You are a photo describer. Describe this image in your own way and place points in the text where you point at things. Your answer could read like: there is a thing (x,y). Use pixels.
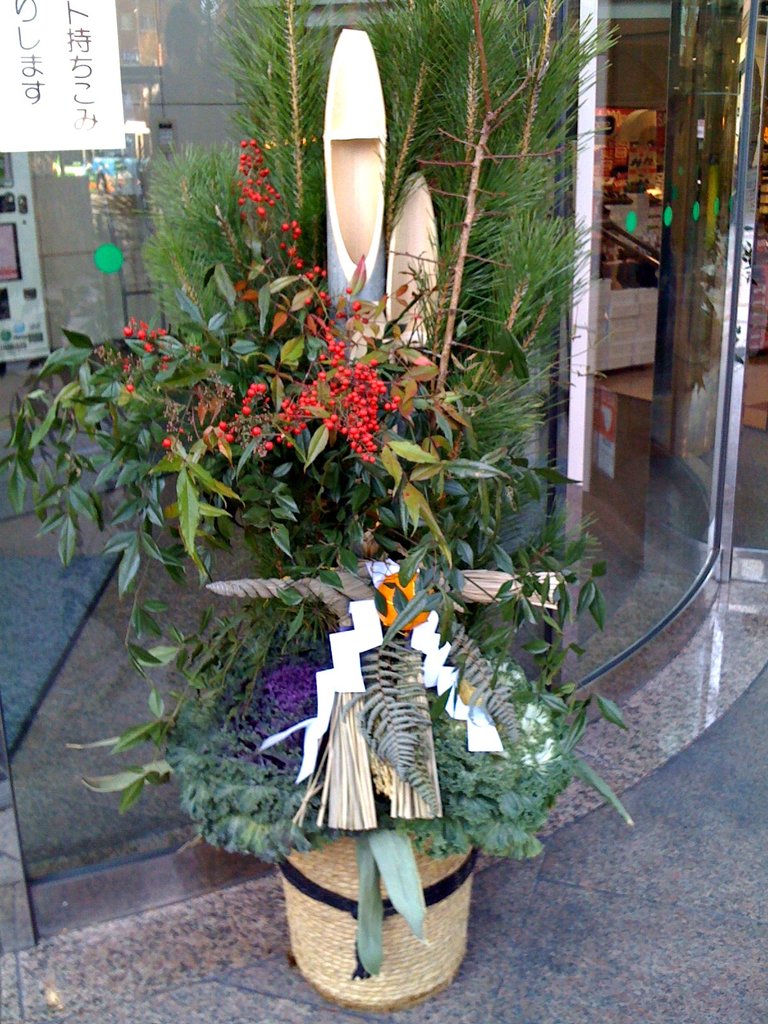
In this image we can see the floor (567,896). And we can see the plants (299,373). And some objects (310,421) on the plant (406,393). And we can see some reflections (638,364) on the glass (688,507).
